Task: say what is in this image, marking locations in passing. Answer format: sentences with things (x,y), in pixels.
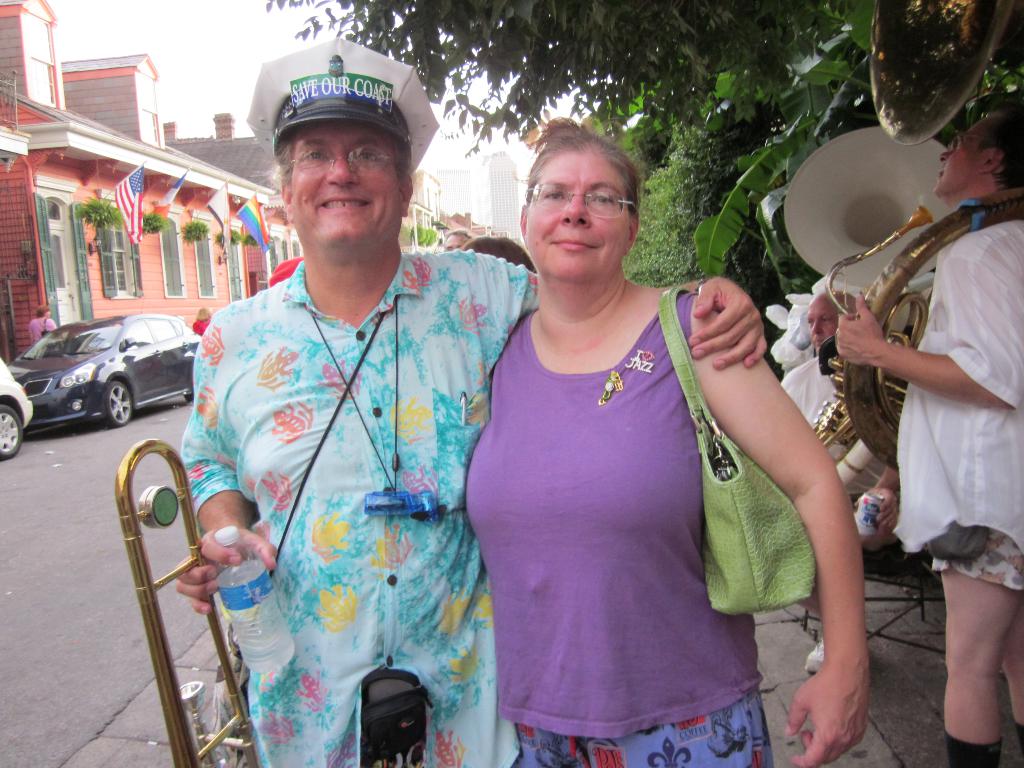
In this image in front (726,647) there are two people (485,583) where the left side person (481,594) is holding the water bottle (262,635) and a musical instrument (246,681). Behind them there are a few other people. On the right side of the image (891,413) there are people (958,564) holding the musical instruments (871,264). In the background of the image (762,86) there are trees (611,68), buildings (245,164), flags (133,194), plants (98,225). On the left side of the image (91,417) there are cars (128,396) on the road (102,436). At the top of the image (254,24) there is sky (254,21).
